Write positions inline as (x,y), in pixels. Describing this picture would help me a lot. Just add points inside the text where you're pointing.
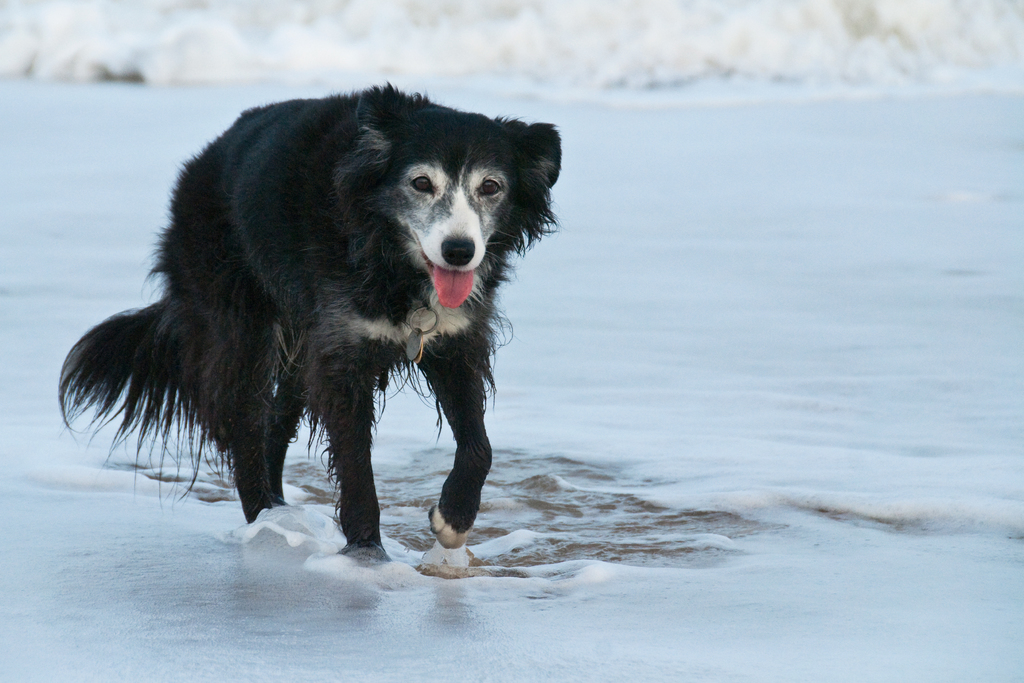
The picture consists of a dog (328,263) walking. In the picture there is water (675,529). At the top (488,59) there is a wave (653,48) approaching.
